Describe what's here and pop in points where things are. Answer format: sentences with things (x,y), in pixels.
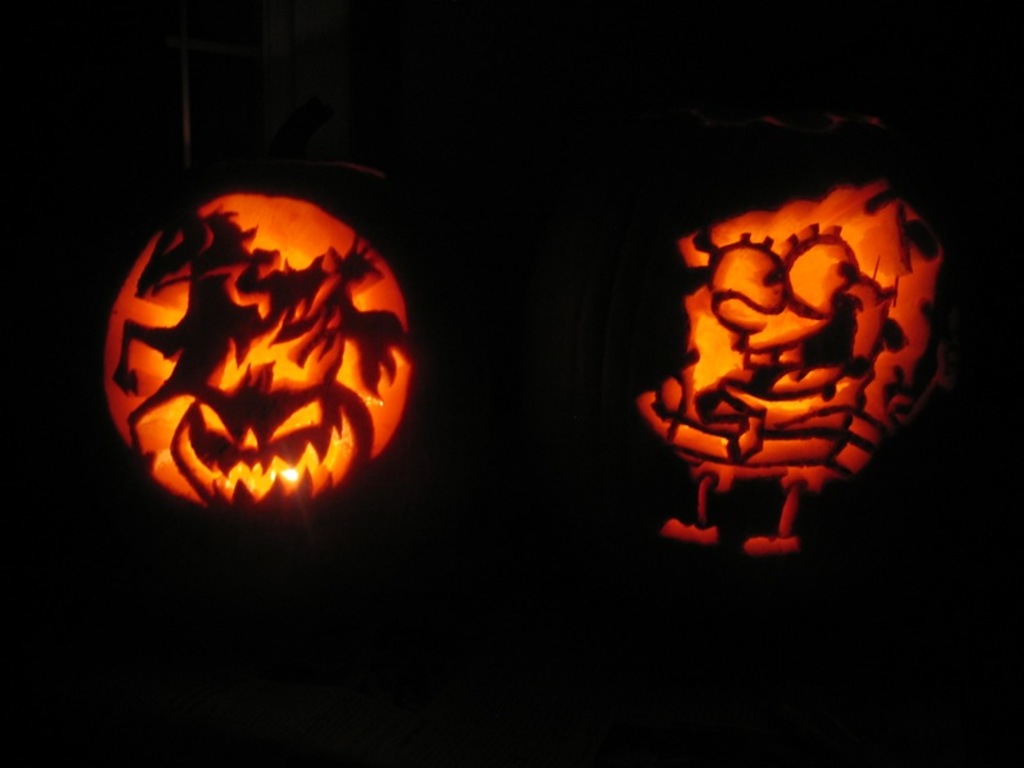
Here we can see carved pumpkins (640,384) with lights (783,297). Background (204,61) it is dark and we can see window (199,91).
